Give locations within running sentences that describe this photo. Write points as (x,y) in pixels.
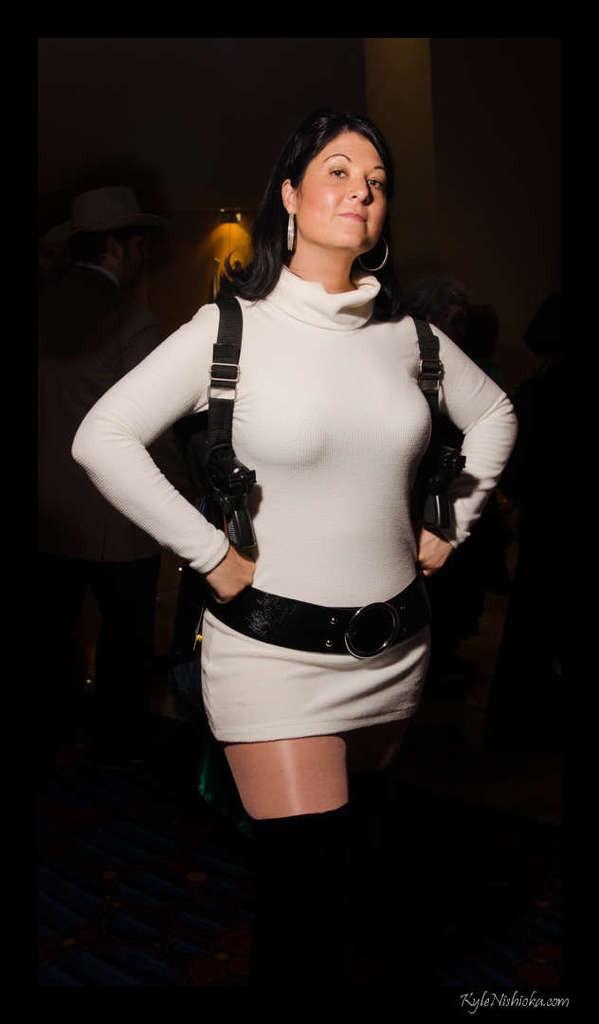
In this image, we can see a woman (352,605) is standing and watching. Background (67,322) we can see people (484,551) and light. Here we can see black color borders (18,63) in the image. On the right side (510,1003) bottom corner, there is a watermark (499,1007) in the image.
